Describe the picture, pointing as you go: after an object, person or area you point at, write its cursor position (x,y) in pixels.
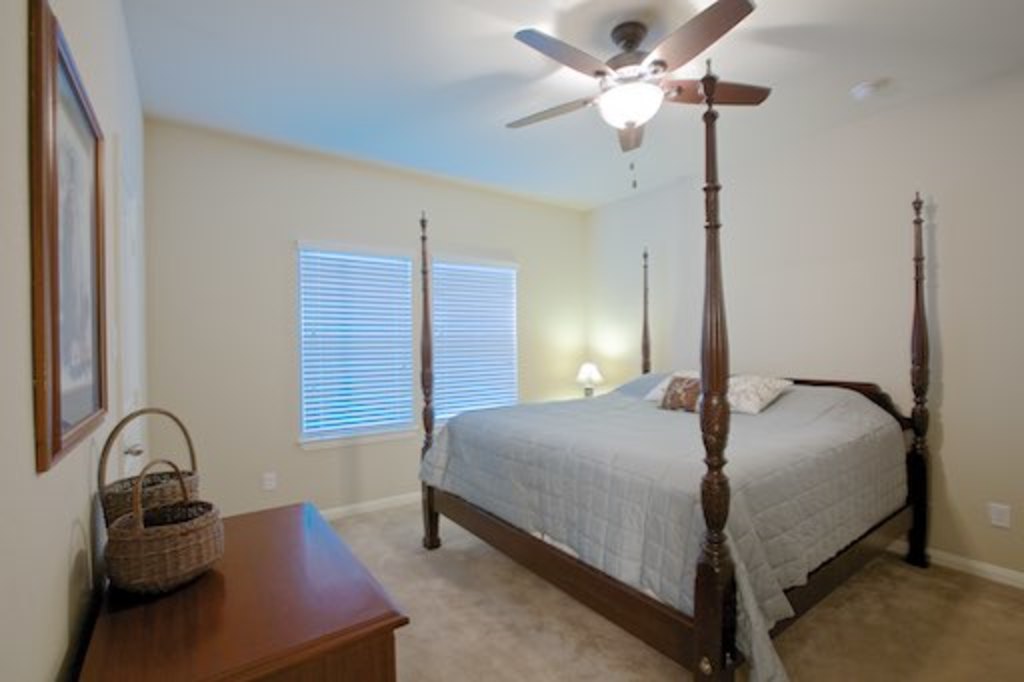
This is a room (426,370). In this room (307,425) there is a photo frame (45,325) on the wall (53,571). And there is a table (199,591). On that there are baskets (146,505). And there is a bed (627,419) with pillow (682,397). On corners of bed (444,457) there are poles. On the ceiling (548,67) there is a fan (603,87) with light (632,108). In the corner there is table lamp (587,376). In the back (318,309) there is a wall (419,331) with windows (456,306) and curtains (481,353).
